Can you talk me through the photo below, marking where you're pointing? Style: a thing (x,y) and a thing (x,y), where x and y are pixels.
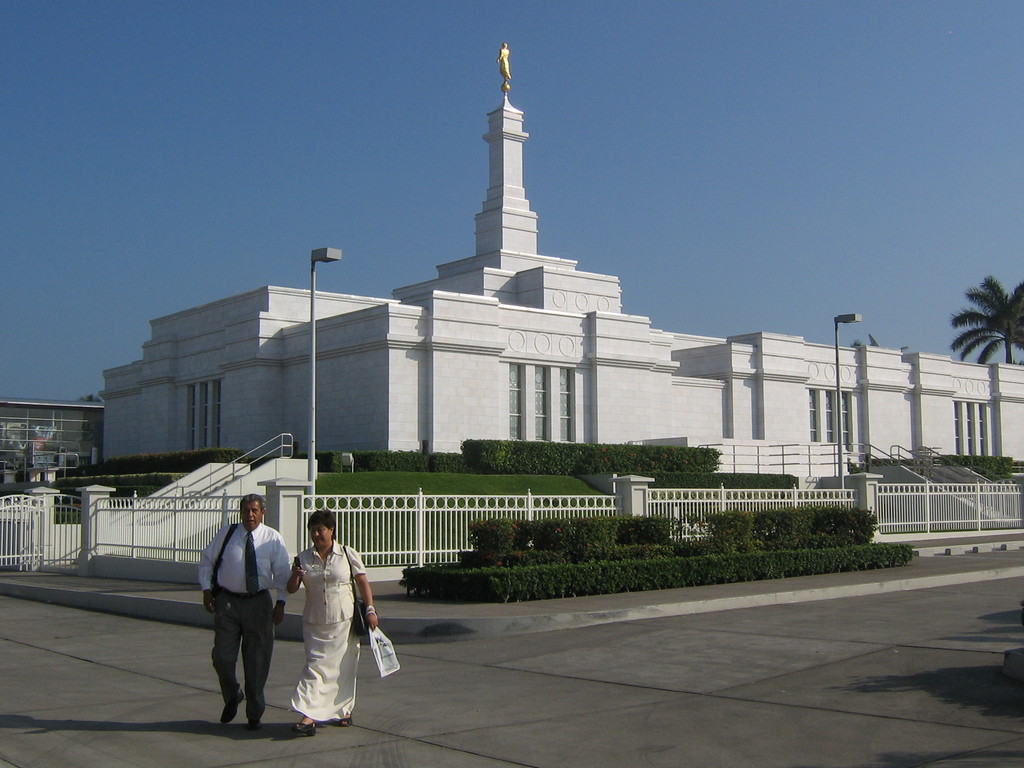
There are two people (305,629) walking. This is a building (471,344) with the windows (566,403). I can see the bushes (519,446). These look like the iron grilles (355,523). These are the street lights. I can see the statue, which is at the top of a building (516,113). This building (517,301) looks white in color. On the right side of the image (983,296), I can see a tree (987,327). Here is a sky (658,84). This looks like a pathway (660,640).
